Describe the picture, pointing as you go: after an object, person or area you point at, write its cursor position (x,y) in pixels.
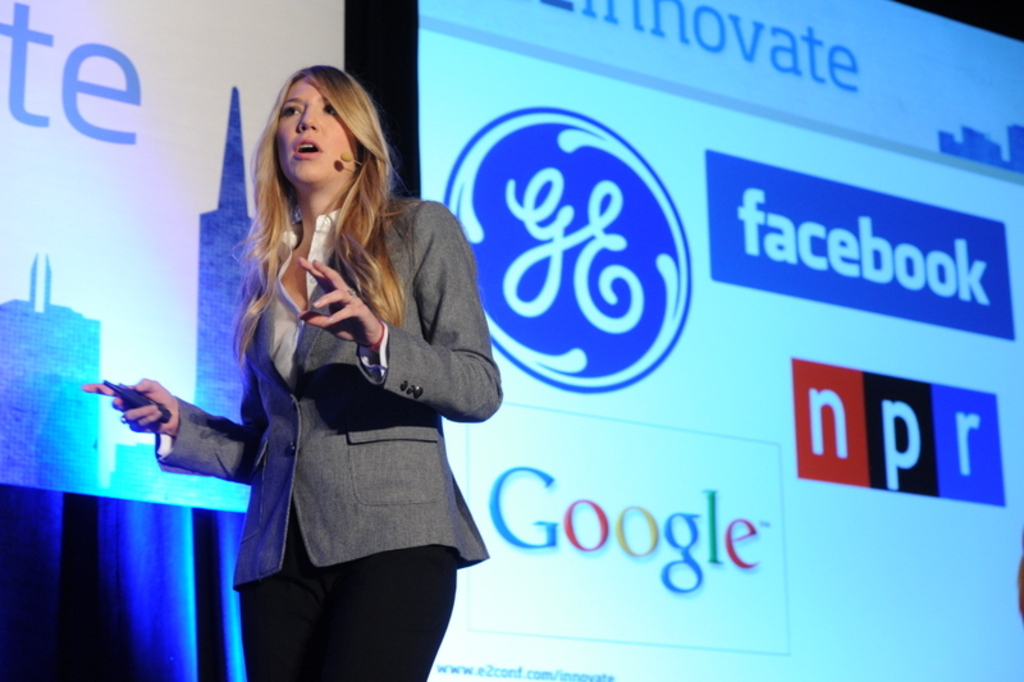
In this image on the left side (261,280) there is one woman (277,225) who is standing and she is holding something, and she is talking and in the background (504,97) there are screens (706,279). And on the screen (698,263) there is text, and there is a curtain (172,556).
